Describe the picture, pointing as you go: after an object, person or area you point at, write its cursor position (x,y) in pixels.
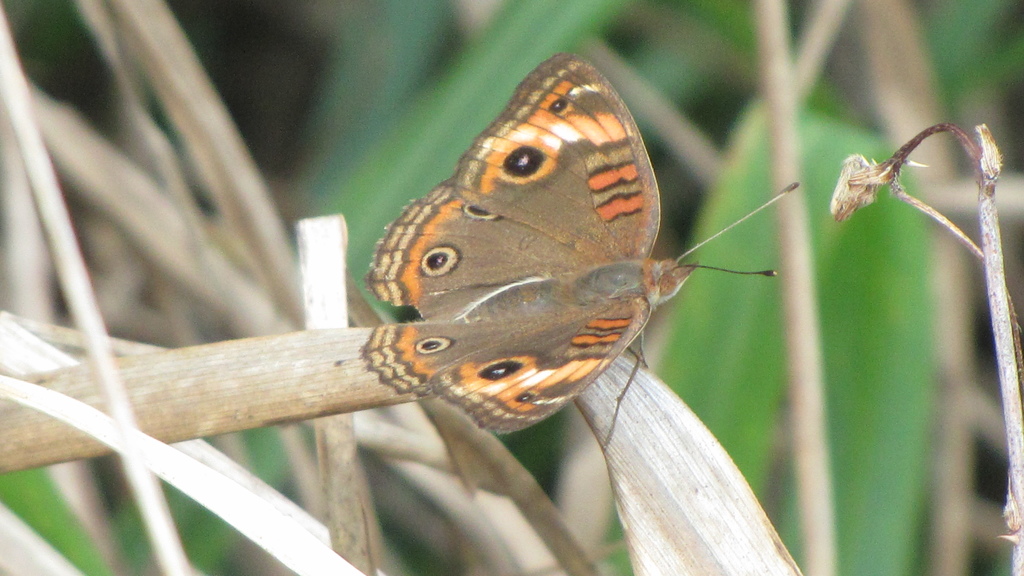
There is a butterfly (645,253) on the dry leaves (323,369) in the foreground area of the image (582,319).
